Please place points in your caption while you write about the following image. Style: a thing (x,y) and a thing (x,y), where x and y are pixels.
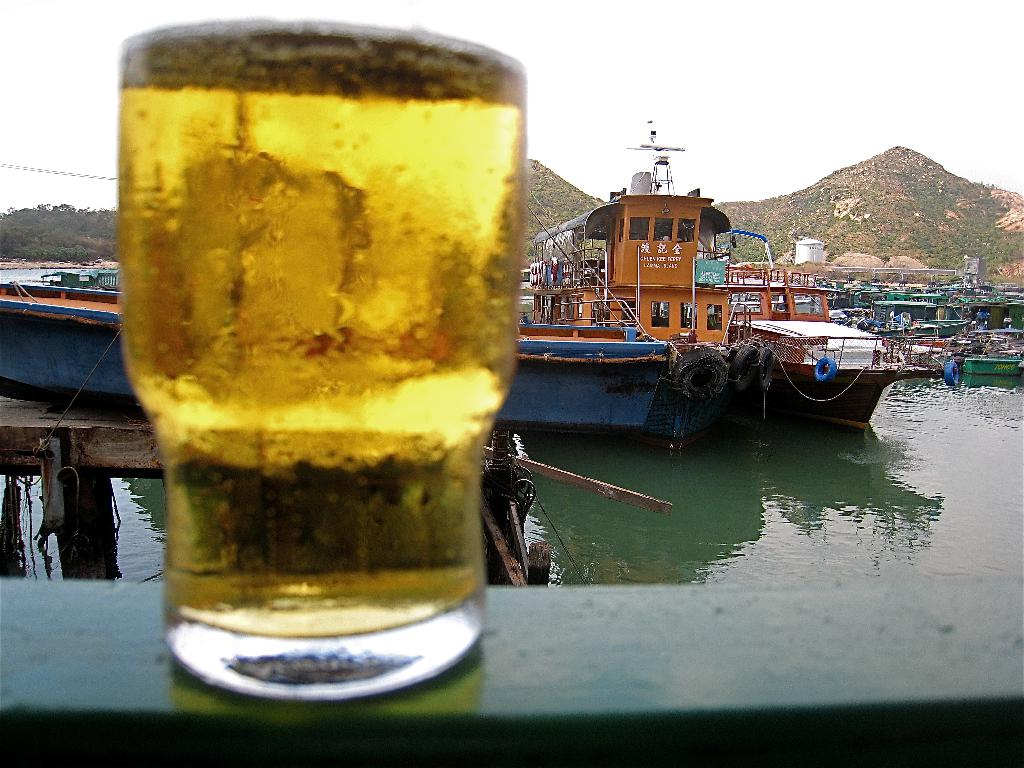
In this image we can see the glass of beer (376,306) on a surface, there are some tubes (727,379), some ships (544,334) on the water (761,453), also we can see the sky (85,124), mountains (543,182), and the trees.
